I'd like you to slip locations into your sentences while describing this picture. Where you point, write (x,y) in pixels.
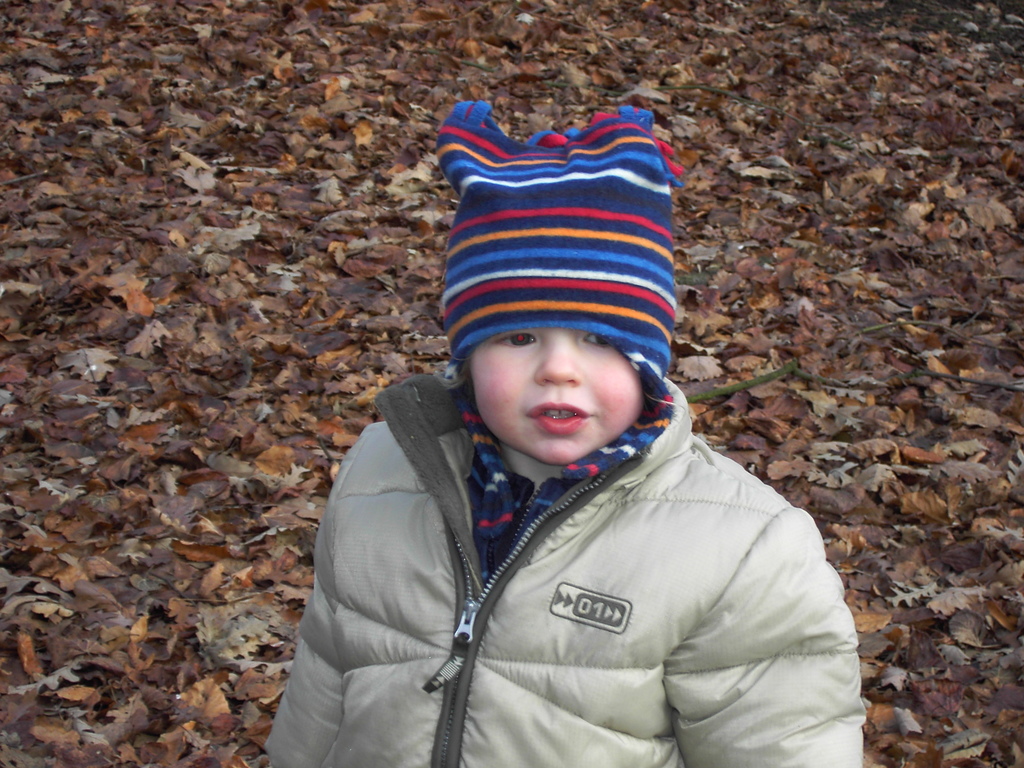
In this image there is one boy (519,420) who is wearing a jacket (639,547) and hat (518,262), and in the background (956,572) there are some dry leaves (334,115).
